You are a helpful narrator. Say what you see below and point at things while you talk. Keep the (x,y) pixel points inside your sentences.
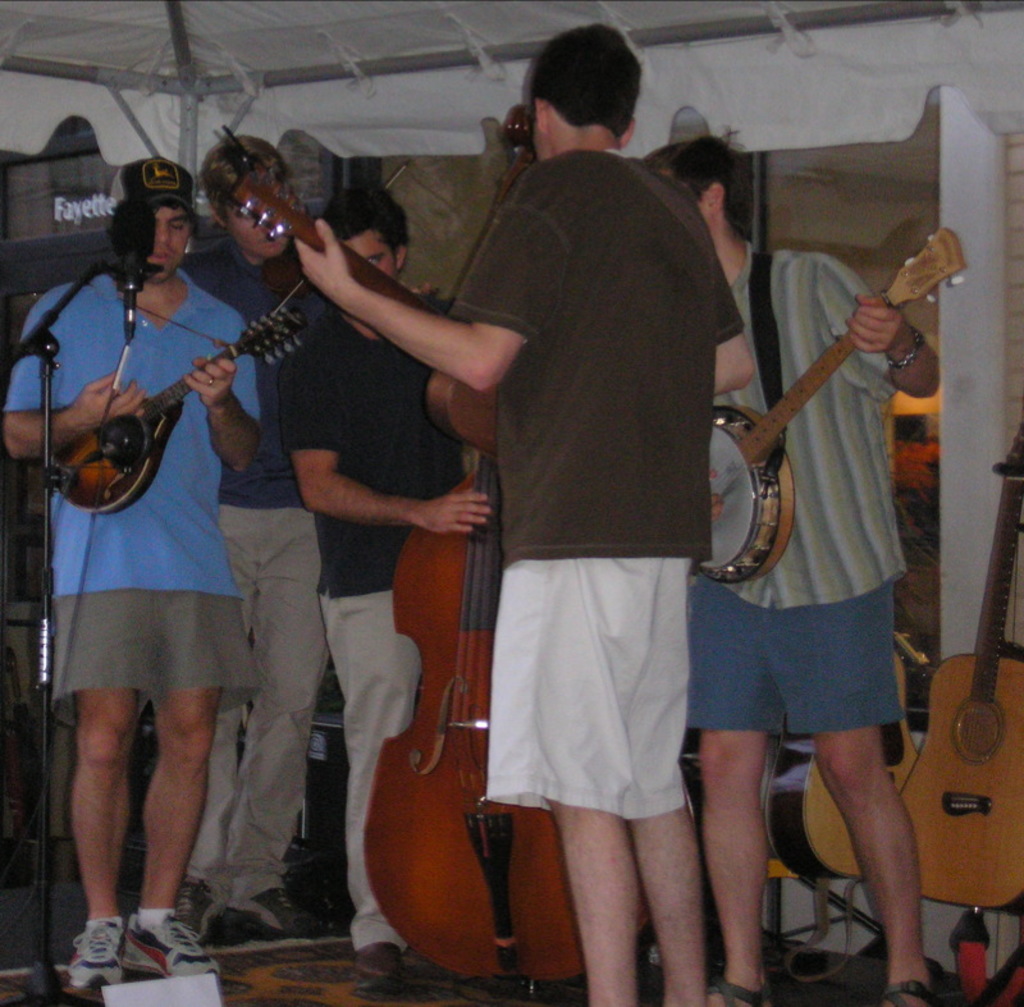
In this image, few peoples (455,457) are standing. They are holding a musical instruments (449,694). Here we can see guitar (1004,775), violin (526,844). At the background (842,80), we can see white color tent (333,43), rod (382,72). Few are wearing a short (512,669) and 2 are wearing a pant (291,608). T-shirts (687,424) they are wearing. The left side person (165,287), he wear a cap (148,194) on his head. Here we can see stand (49,484) and microphone (126,259).
